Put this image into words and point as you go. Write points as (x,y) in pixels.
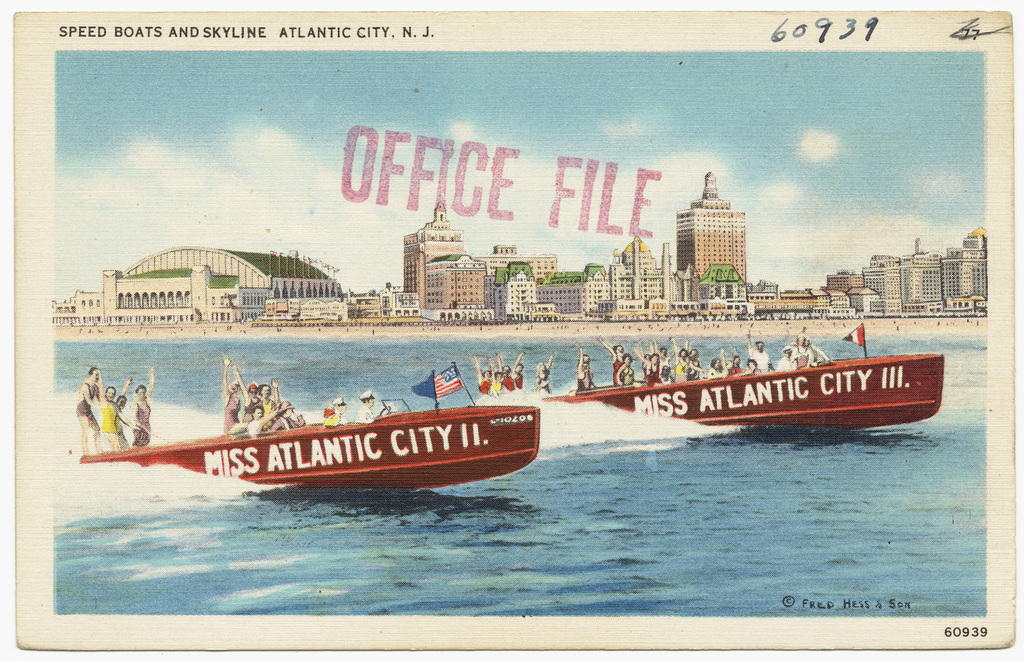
This image consists of a poster (200,251) with many images (459,425) and there is a text (508,146) on it. At the bottom of the image (276,539) there is the sea (640,516). At the top of the image (221,113) there is the sky (192,151) with clouds (230,151). In the background (250,288) there are many buildings (359,291) and houses (875,290) and there is a ground (216,326). In the middle of the image (384,416) there are two boats (447,410) on the sea (196,410) and there are a few people (507,377) on the boats (450,468). There are three flags (448,381).
